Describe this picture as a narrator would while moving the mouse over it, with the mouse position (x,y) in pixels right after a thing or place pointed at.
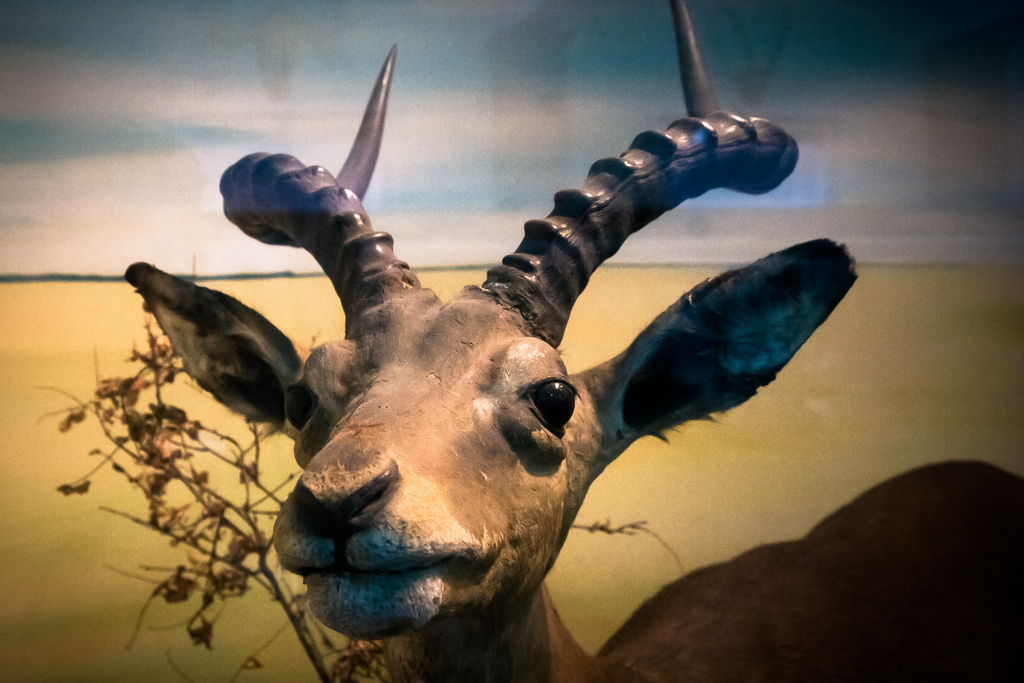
In the picture we can see a deer (408,438) and beside we can see a dried plant (155,456) and in the background (990,366) we can see a sand surface (844,334).
